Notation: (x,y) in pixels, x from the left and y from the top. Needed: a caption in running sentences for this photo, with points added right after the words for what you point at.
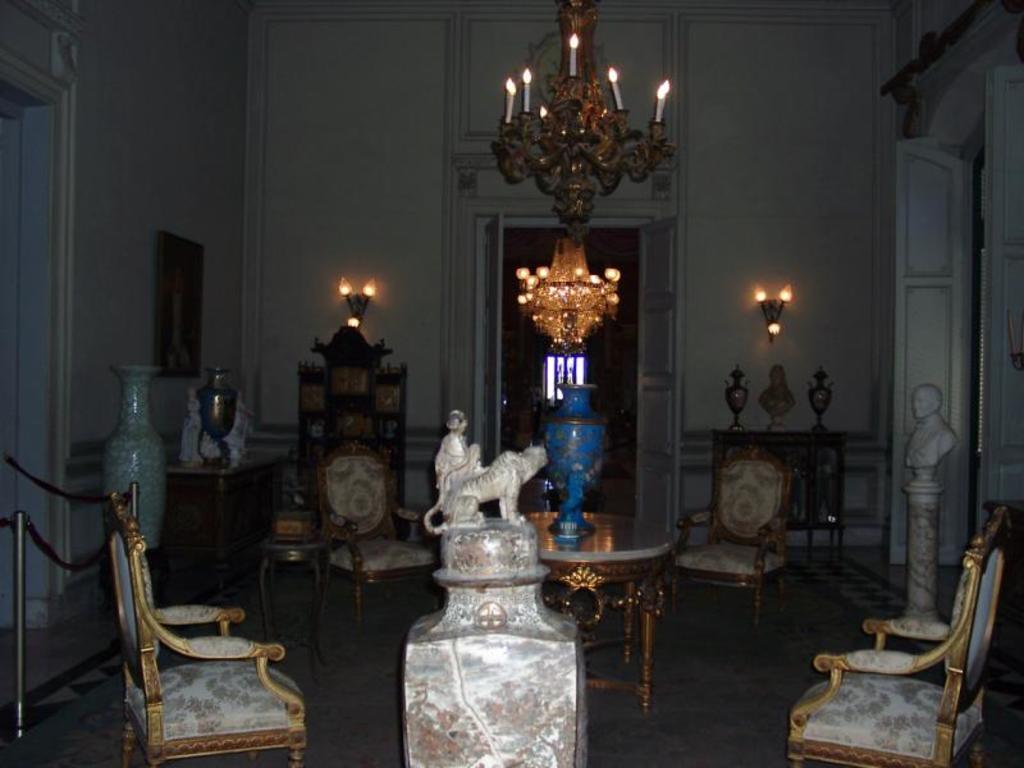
In the image there is a table (540,553) with a vase (570,536), chairs (731,564), cupboards (357,428), statues (241,421) and many other items (166,267). In the background (352,154) there is a wall (771,289) with lamps (365,298), windows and doors (44,522). At the top of the image (558,152) there are chandeliers (561,243) with candles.
